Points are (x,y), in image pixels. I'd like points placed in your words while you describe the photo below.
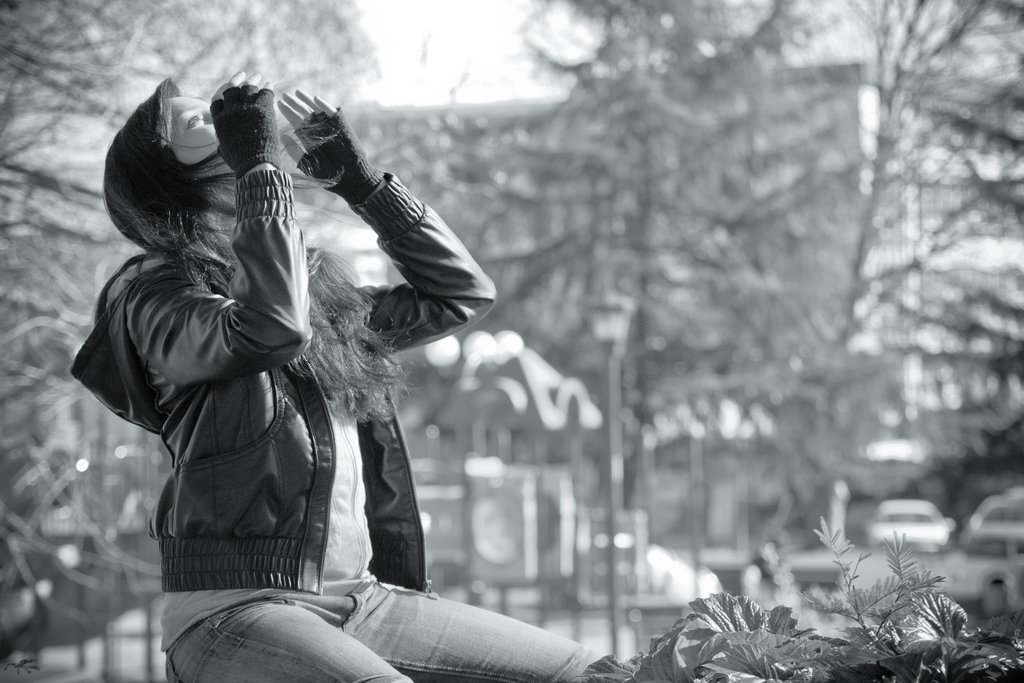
In the foreground of this black and white image, on the left (298,401), there is a woman (316,523) sitting and at the bottom (821,641), there are plants (804,643). In the background (671,225), there are trees (605,159), building (853,91), few vehicles (1001,513) and the sky (433,17).
